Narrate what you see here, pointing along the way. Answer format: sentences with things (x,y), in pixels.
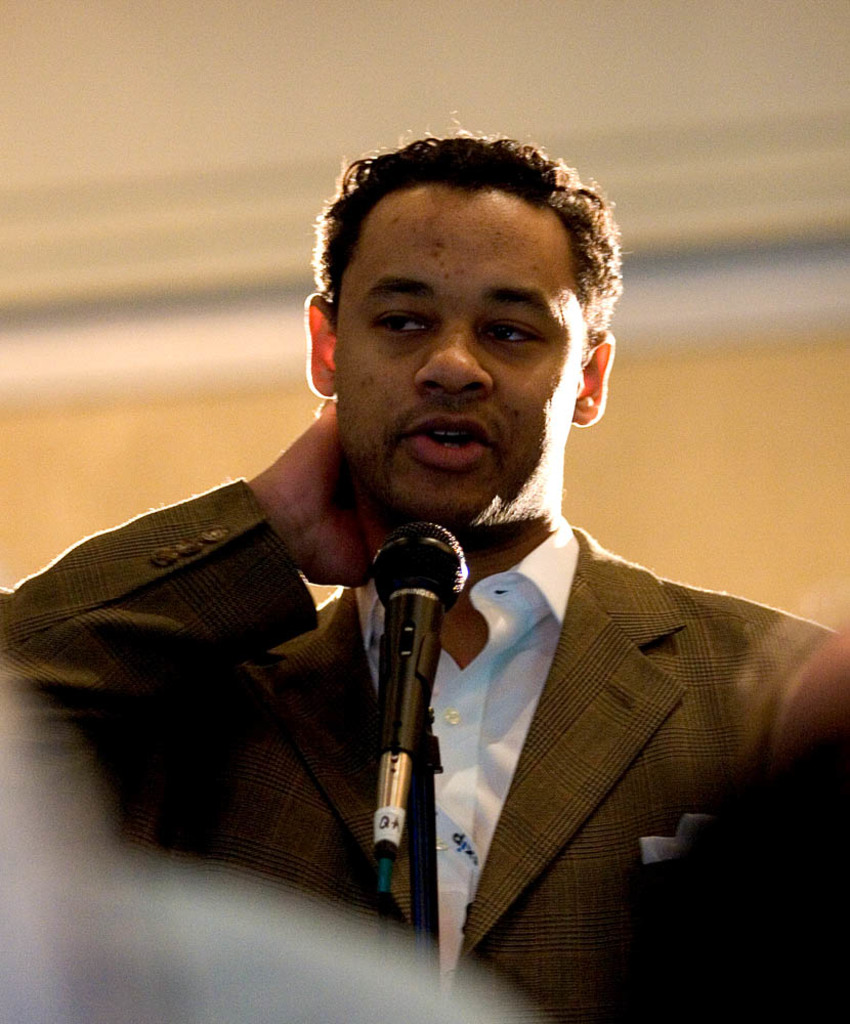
In this image I can see a person (506,772) in front of a mike (400,724) and wall (85,325). This image is taken may be in a hall (346,150).
